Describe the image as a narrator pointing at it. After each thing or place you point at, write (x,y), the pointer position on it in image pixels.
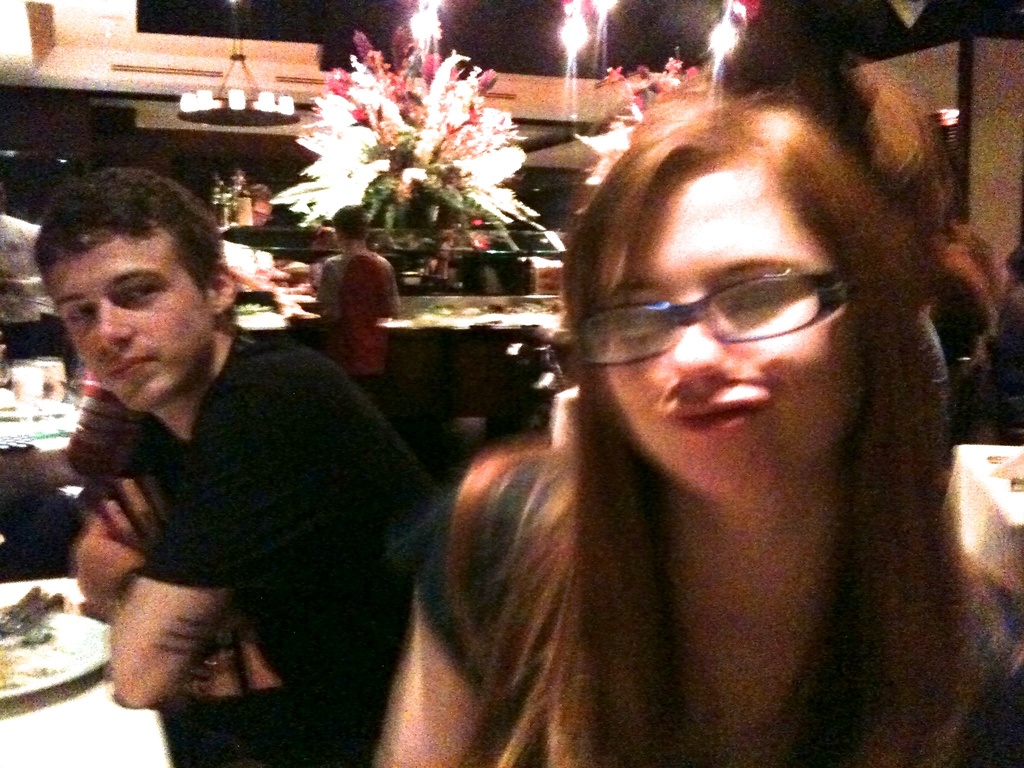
In this image I can see group of people (793,595). In front (813,579) I can see two persons (533,556) sitting and I can also see the plate (62,673) on the white color surface (55,743). In the background (386,147) I can see few flowers (389,159), lights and the chandelier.
